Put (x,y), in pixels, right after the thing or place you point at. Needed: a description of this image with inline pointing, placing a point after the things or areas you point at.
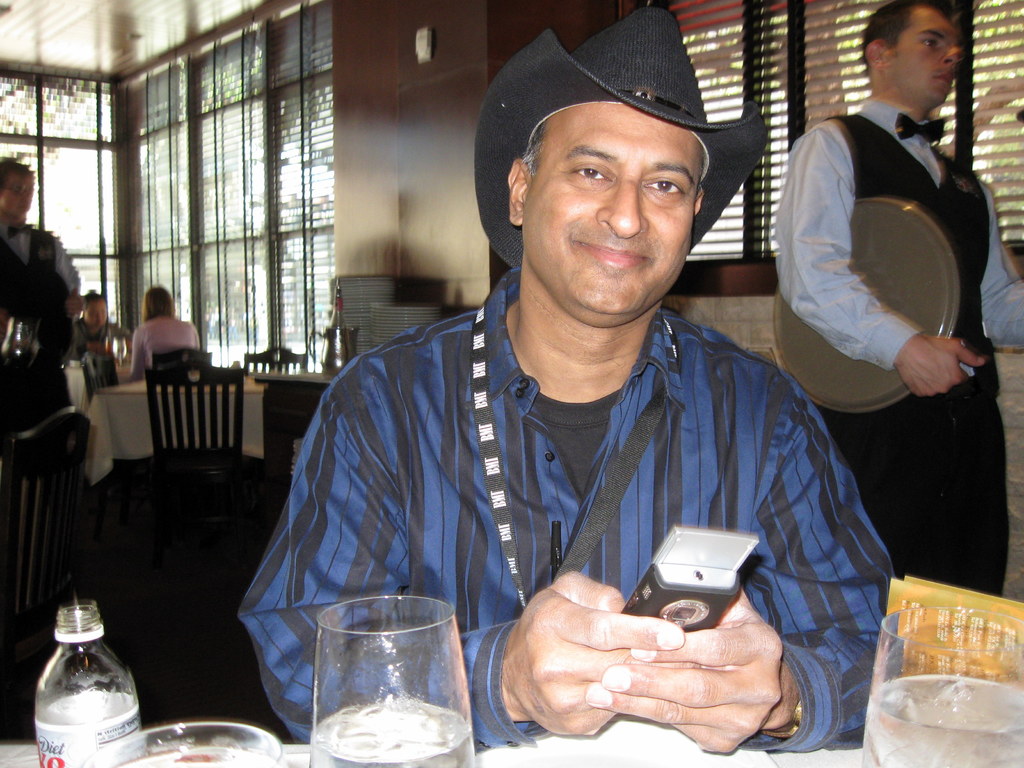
There is a man (427,442) holding a phone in the center of the image (466,408), there are glasses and a bottle (77,614) at the bottom side (81,703), There are chairs (290,359), tables (245,411), people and windows (182,227) in the background area (162,211).
